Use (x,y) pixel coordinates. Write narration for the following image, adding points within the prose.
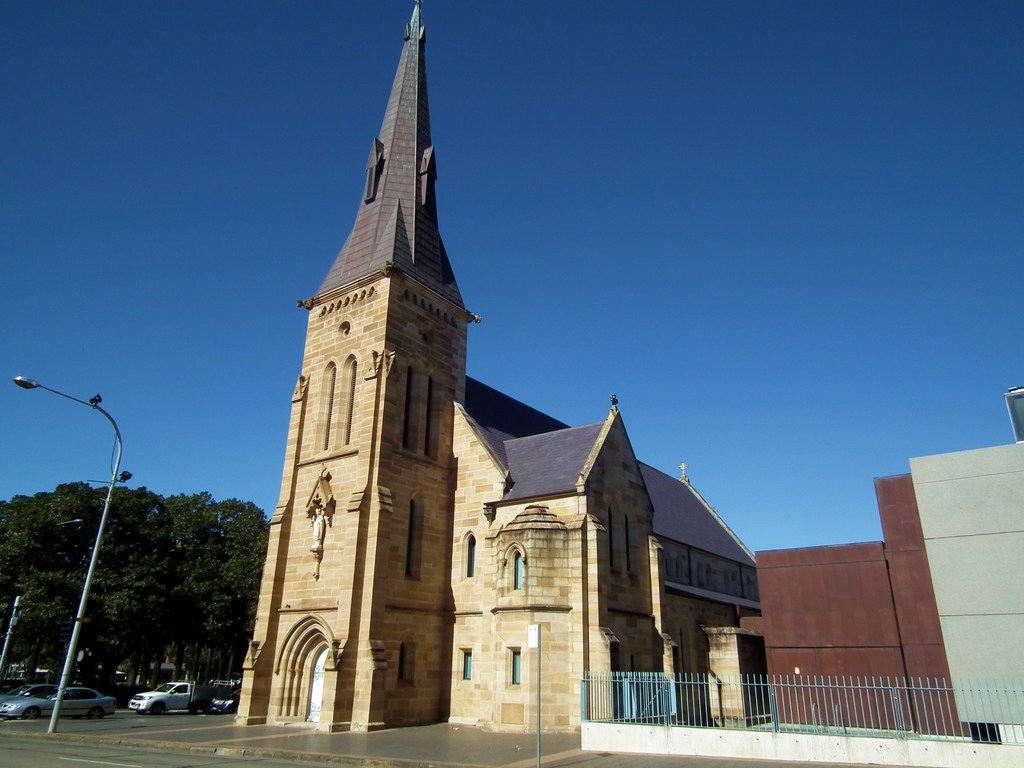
In this image there are poles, light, buildings (1020,511), vehicles (230,703) on the road (182,721), iron grills (927,704), trees (41,629), sculpture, sky (171,207).
